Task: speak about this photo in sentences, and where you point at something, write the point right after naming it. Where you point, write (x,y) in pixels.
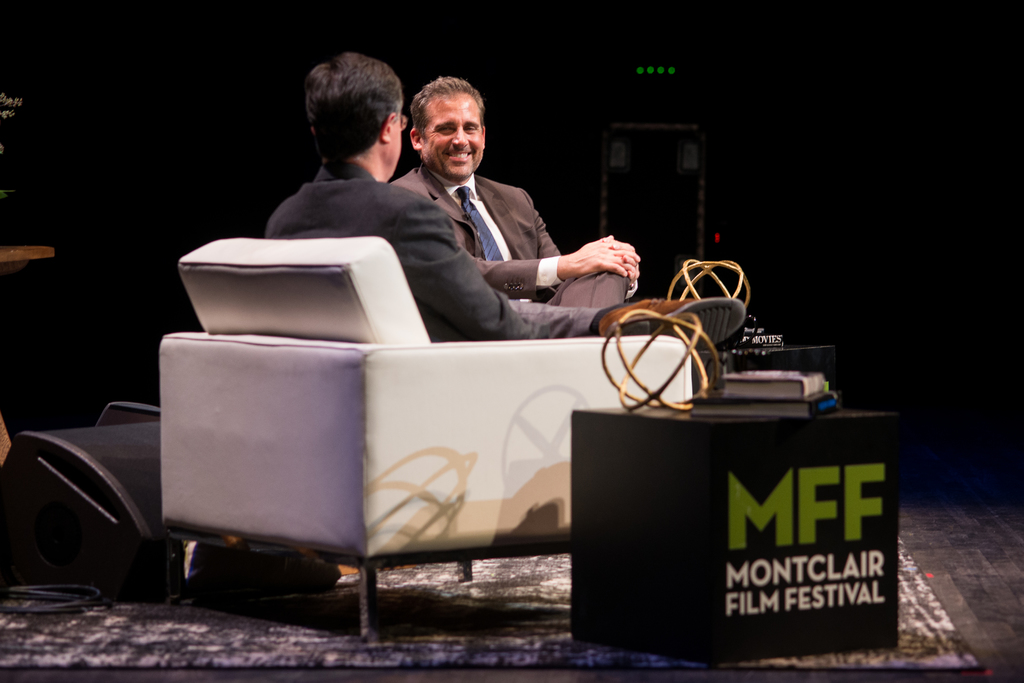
This 2 persons (416,193) are sitting on a couch (479,441). In-front of this 2 persons (707,329) there is a table (655,475), on a table (822,530) there are books (762,379). This couch (453,380) is in white color.
